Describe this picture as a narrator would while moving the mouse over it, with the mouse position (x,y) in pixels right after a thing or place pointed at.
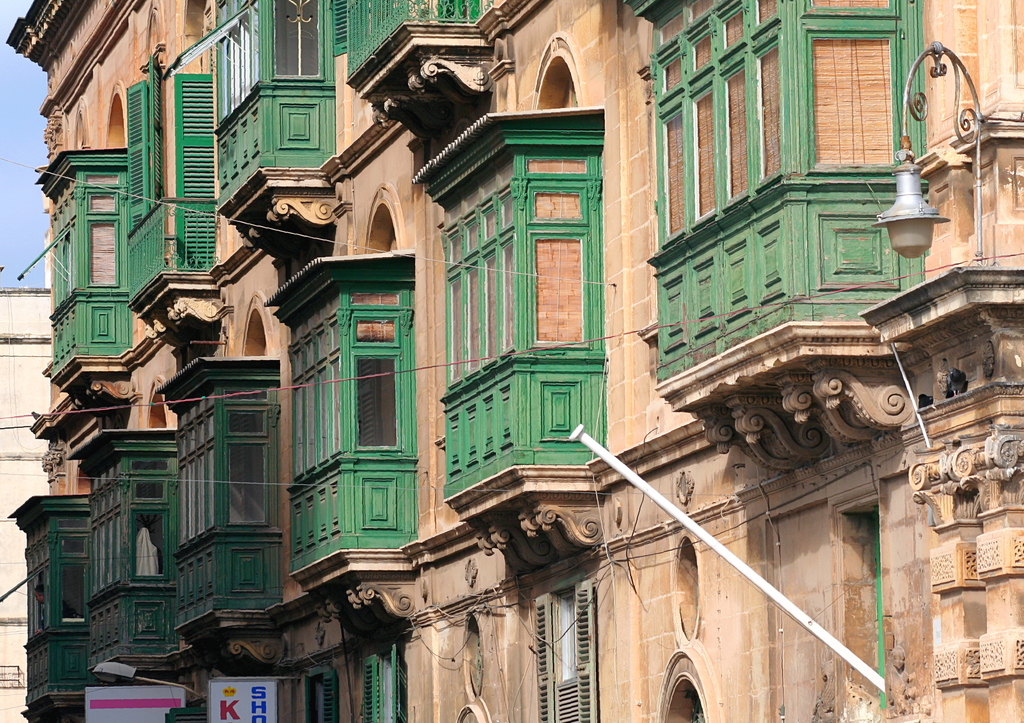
There are wires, a lamp (921,230) at the right (927,206). There is a building (514,345) which has green windows (527,290) and there are boards (236,694) at the bottom (239,701).
